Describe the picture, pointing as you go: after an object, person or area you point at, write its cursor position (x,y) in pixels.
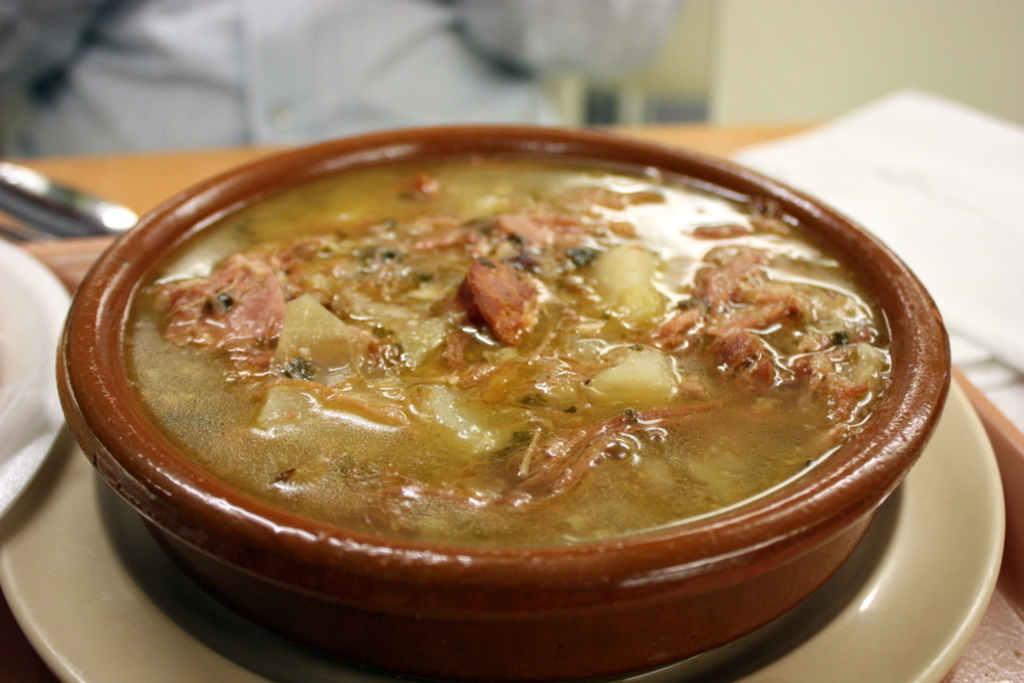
This image is taken indoors. At the bottom of the image (990,653) there is a table (732,143) with a napkin (945,188), a fork (49,216) and a tray (45,252) on it. On the tray (1018,581) there is a bowl (851,489) with soup (612,402) and meat (689,323) in it. At the top of the image (278,68) a person (410,69) is sitting on the chair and there is a wall (851,64).
